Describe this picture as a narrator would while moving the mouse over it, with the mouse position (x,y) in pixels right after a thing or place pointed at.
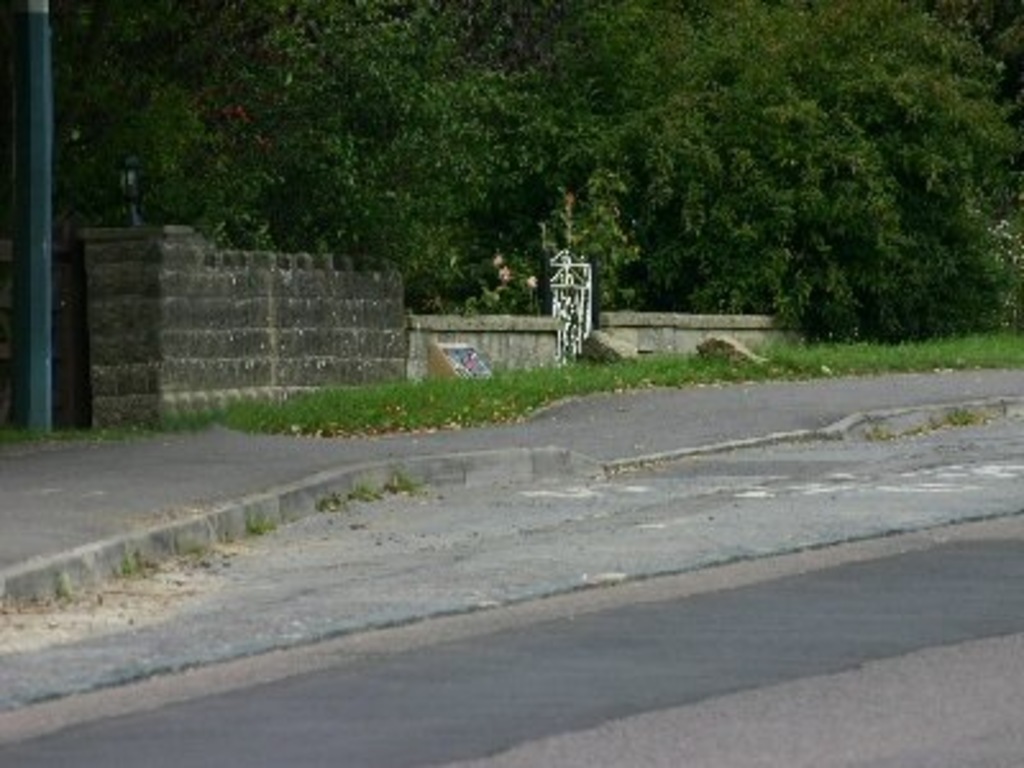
In this image we can see a road (776,659). There are many trees (117,150) in the image. There is a grassy land (933,353) in the image. There are two gates (66,348) in the image. There is a fencing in the image. There is a pole (44,239) in the image.
